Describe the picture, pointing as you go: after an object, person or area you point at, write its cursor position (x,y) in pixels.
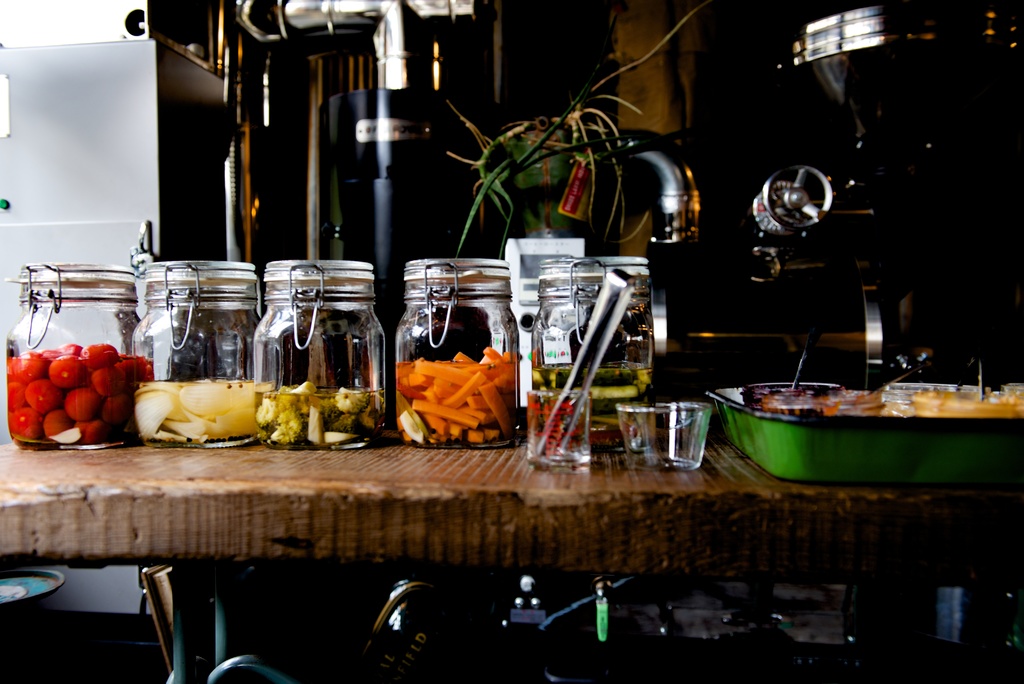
In the picture we can see a wooden plank (167,503) on it, we can see some jars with some pickled vegetables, tomatoes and carrots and just beside it, we can see some glasses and a tray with some food items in it and to the wall (581,78) we can see some things (878,321).
